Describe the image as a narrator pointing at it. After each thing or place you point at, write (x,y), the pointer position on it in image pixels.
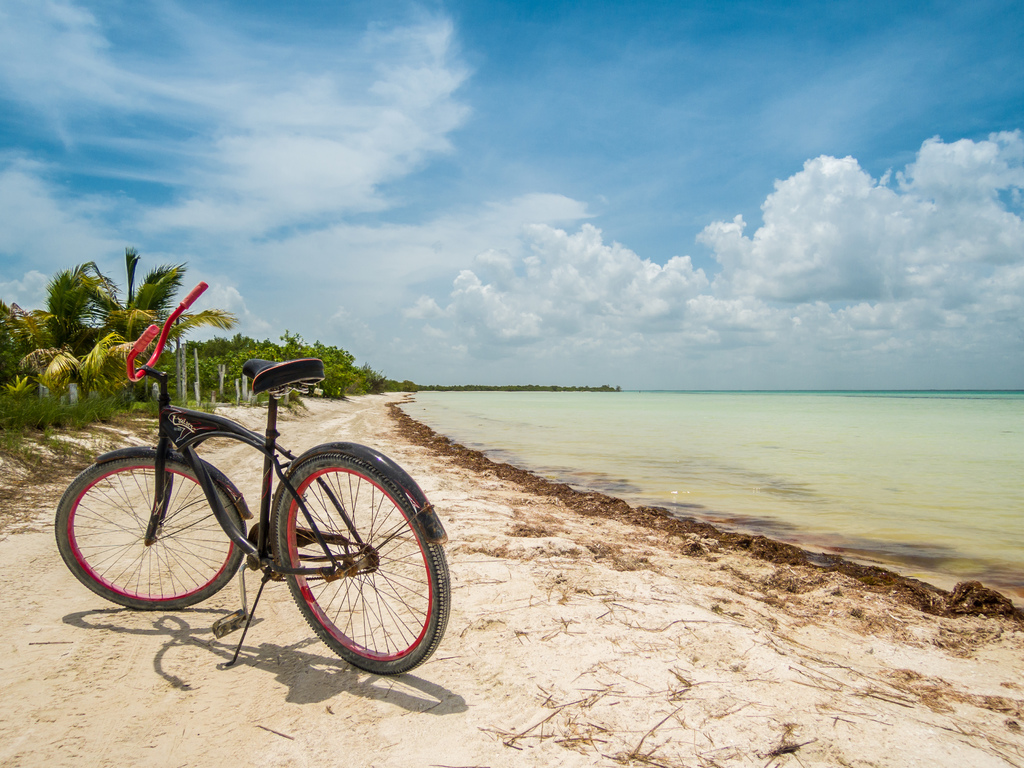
In this image we can see a cycle (284,489). On the right side (724,422) we can see sea shore (678,519). On the left side (151,320) we can see trees (128,325). In the background (460,141) there is sky (521,148) with clouds (773,223).
